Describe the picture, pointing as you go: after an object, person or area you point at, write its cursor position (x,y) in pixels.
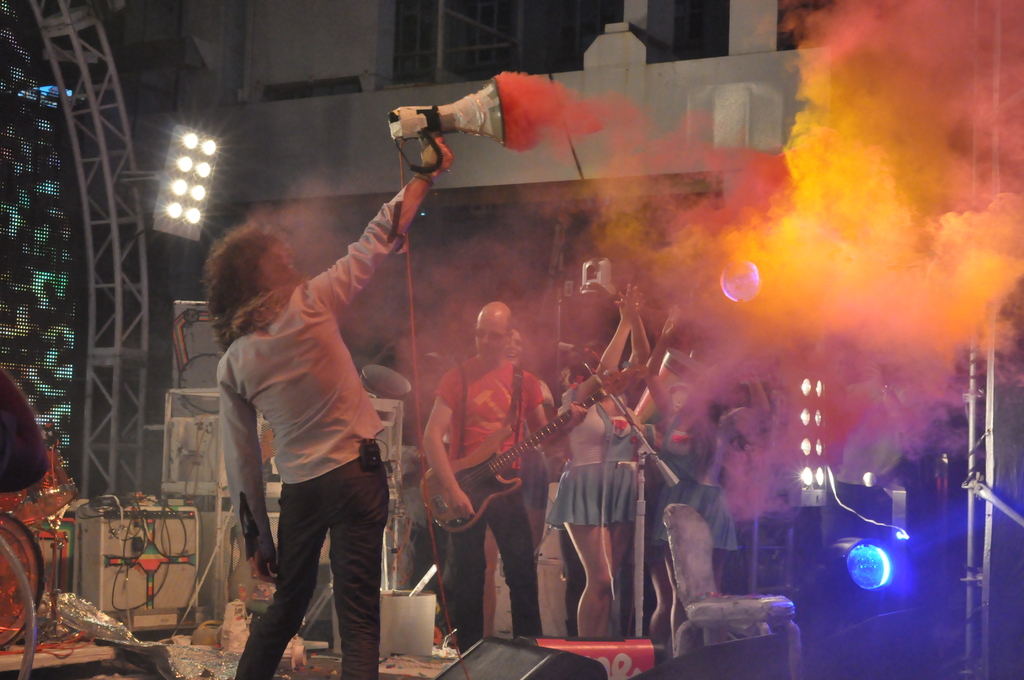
This image might be clicked in a musical concert. There are lights (183,135) on the top (182,209), there are so many persons (468,503) here, one person (439,148) is holding speaker like thing (485,99), other person (475,605) is playing guitar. A woman (605,439) she is standing near him. There is also another light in the bottom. There are speakers (130,602) and wires (112,538) in the bottom (154,584).
